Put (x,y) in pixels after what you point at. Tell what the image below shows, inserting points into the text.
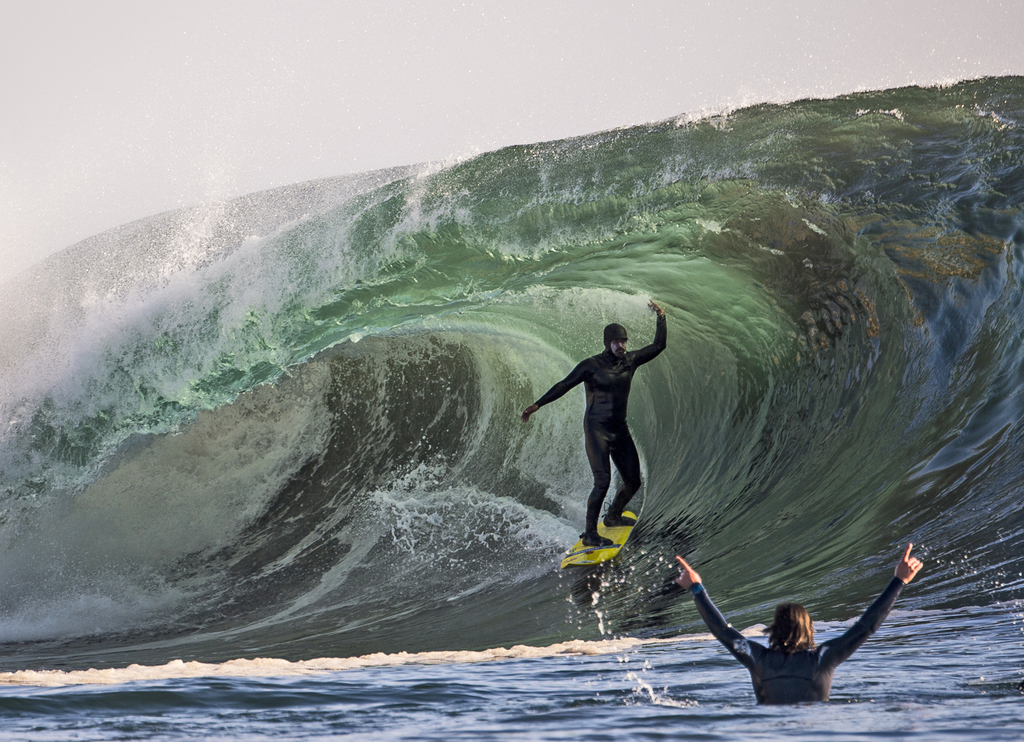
In the middle of this image (610,376), there is a person (619,343) in black color dress (610,444), riding a surfboard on a tide (597,250) of the ocean (618,176). Beside this tide (807,487), there is another person (882,605) in black color dress (780,686) partially in the water (702,716) of the ocean (713,723).
